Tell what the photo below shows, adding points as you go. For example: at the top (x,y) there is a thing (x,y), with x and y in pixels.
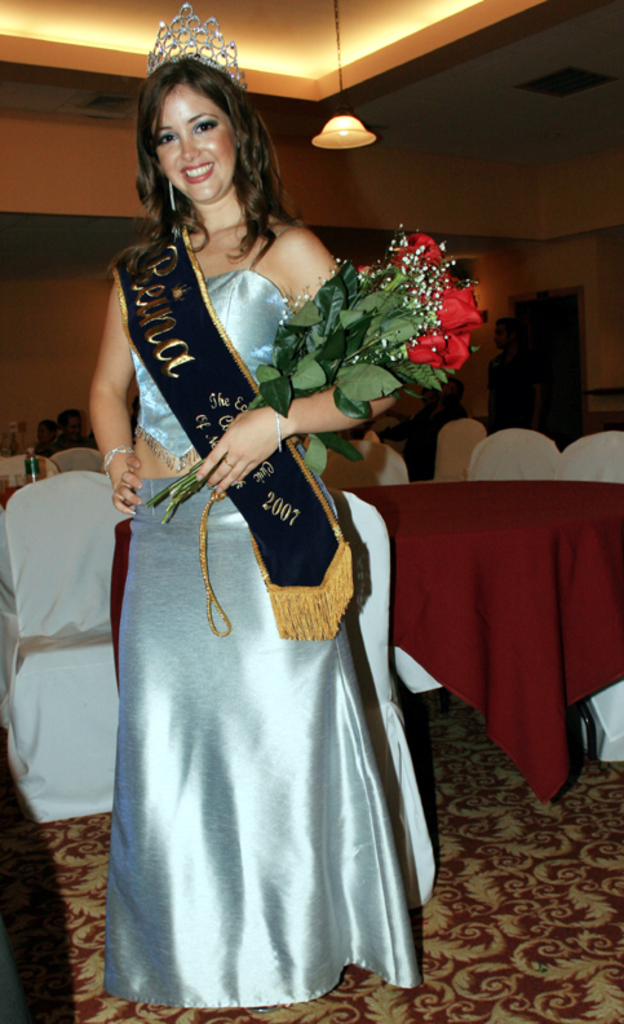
In the center of the picture (296,484) there is a woman (198,776) standing holding a bouquet (373,323), behind her there are chairs (388,468) and tables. In the background (484,348) there are people (78,419) and wall (563,197). At the top (355,137) there is a light (350,121).
